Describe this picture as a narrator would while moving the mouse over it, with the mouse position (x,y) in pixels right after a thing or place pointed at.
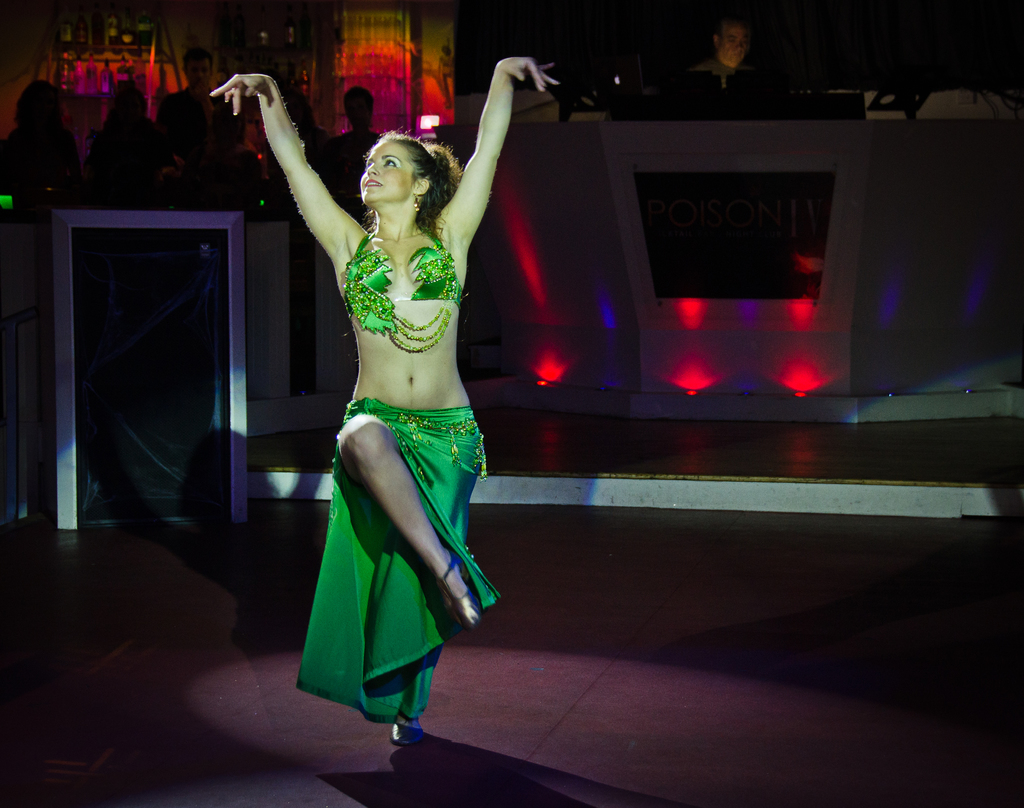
Here we can see a woman (415,155) dancing on the floor (544,664). There are lights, board (765,258), and few persons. In the background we can see bottles (386,50) on the racks (397,63).
